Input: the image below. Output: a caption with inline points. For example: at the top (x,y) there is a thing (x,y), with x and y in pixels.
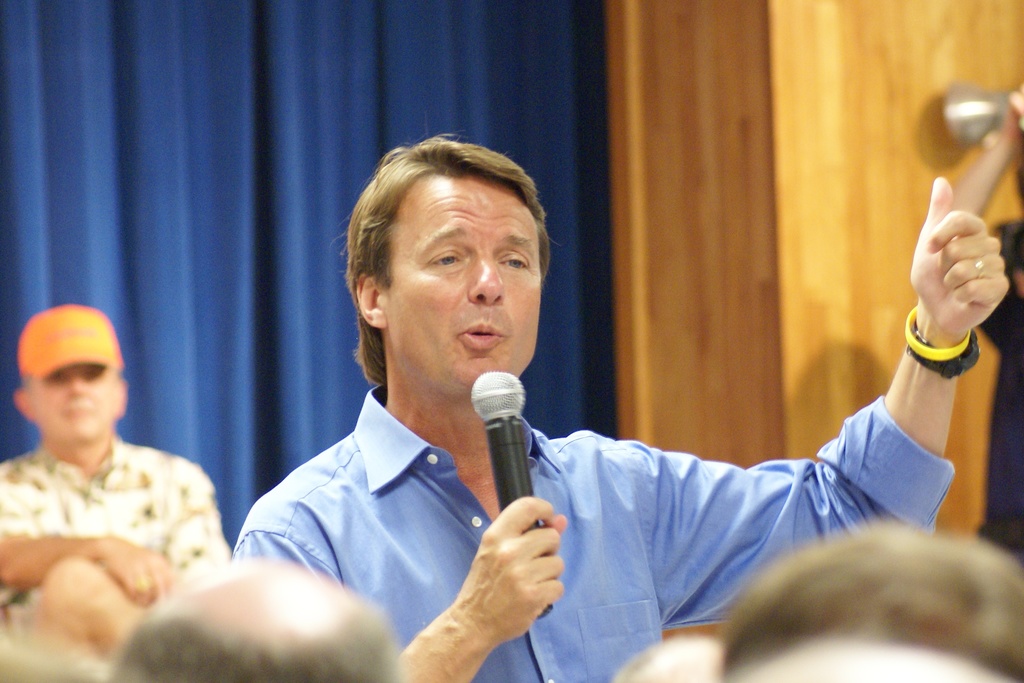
In this I can see a man (457,429) speaking by holding a mike (499,394) who's wearing blue shirt (408,568) and he is having black color watch (948,367) to his left hand (923,374). In the background (99,484) I can see another person (50,488) wearing a shirt (25,478) and cap (46,337) on his head (41,392). In the background (216,203) I can see blue curtain (242,161). On the right side of this image (744,239) I can see a wall (674,350).
